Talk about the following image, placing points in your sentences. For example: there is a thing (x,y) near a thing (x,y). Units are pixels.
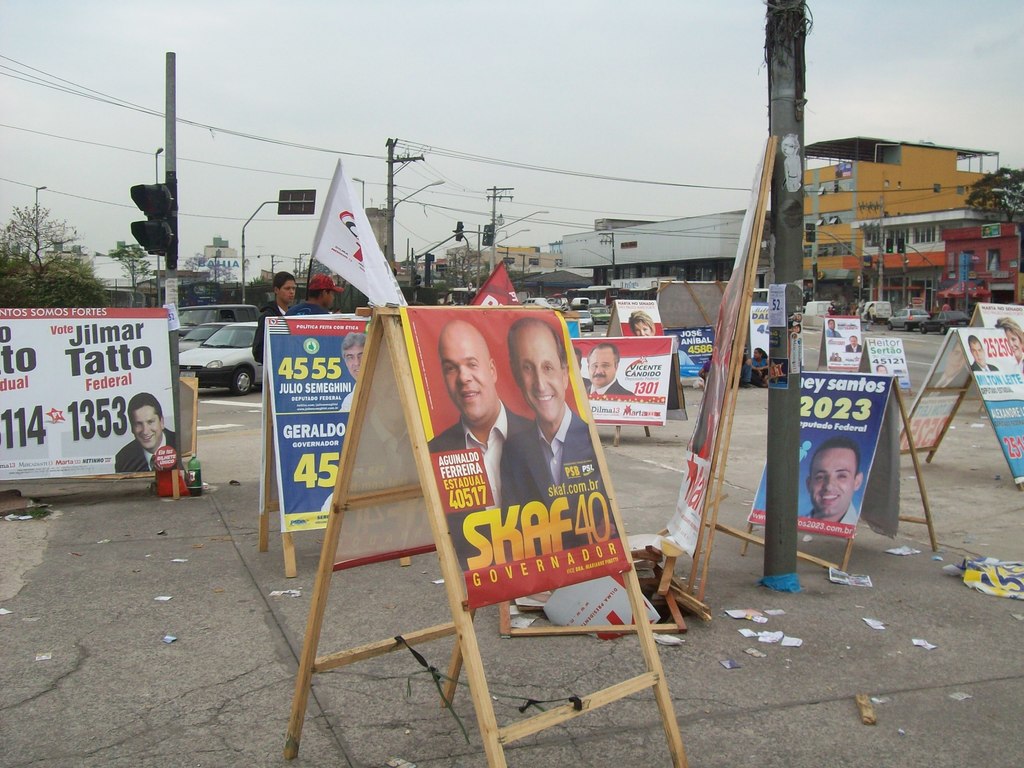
In this image we can see some signage boards (468,480) to which some posters (645,423) are attached to it and in the background of the image (88,274) there are some current poles (770,433), traffic signals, trees (76,295), buildings (674,273) and cloudy sky (443,134).
